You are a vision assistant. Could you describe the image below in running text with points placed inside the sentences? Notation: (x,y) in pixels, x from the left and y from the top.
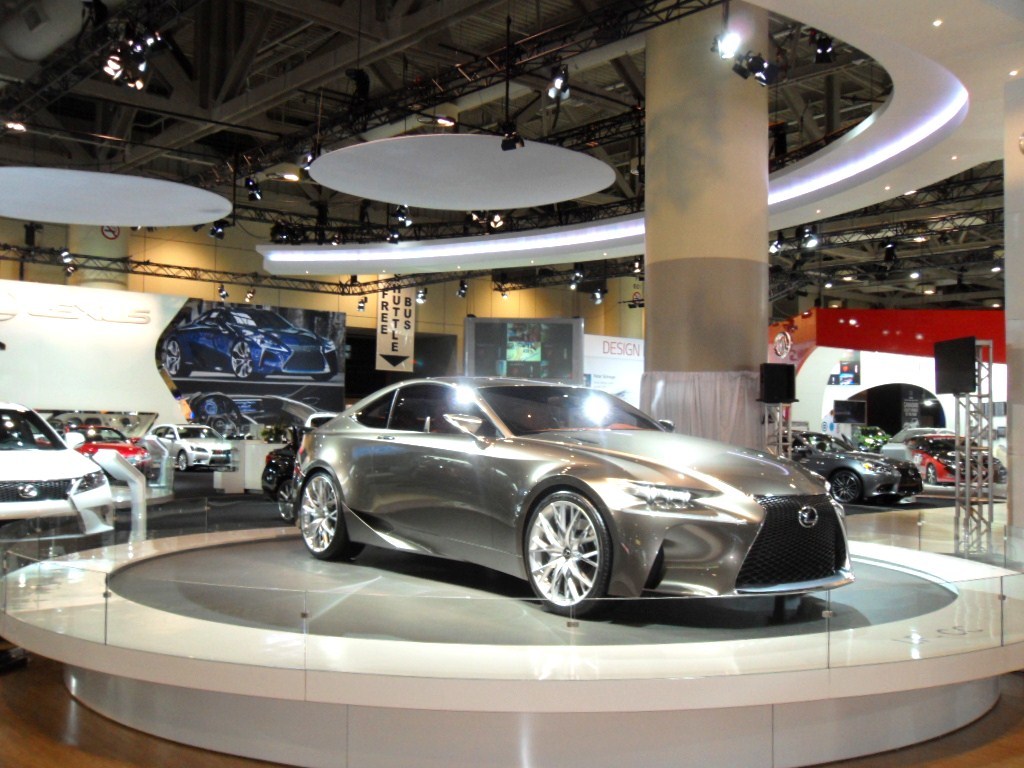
In this image I can see a car (495,509) which is grey in color on the grey and white colored board (446,594). I can see the glass railing (653,641) around the car (460,475). In the background (675,195) I can see a pillar (689,202), the ceiling (332,239), few lights (803,230) and few metal rods (299,288) to the ceiling (630,84), few other cars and the wall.
